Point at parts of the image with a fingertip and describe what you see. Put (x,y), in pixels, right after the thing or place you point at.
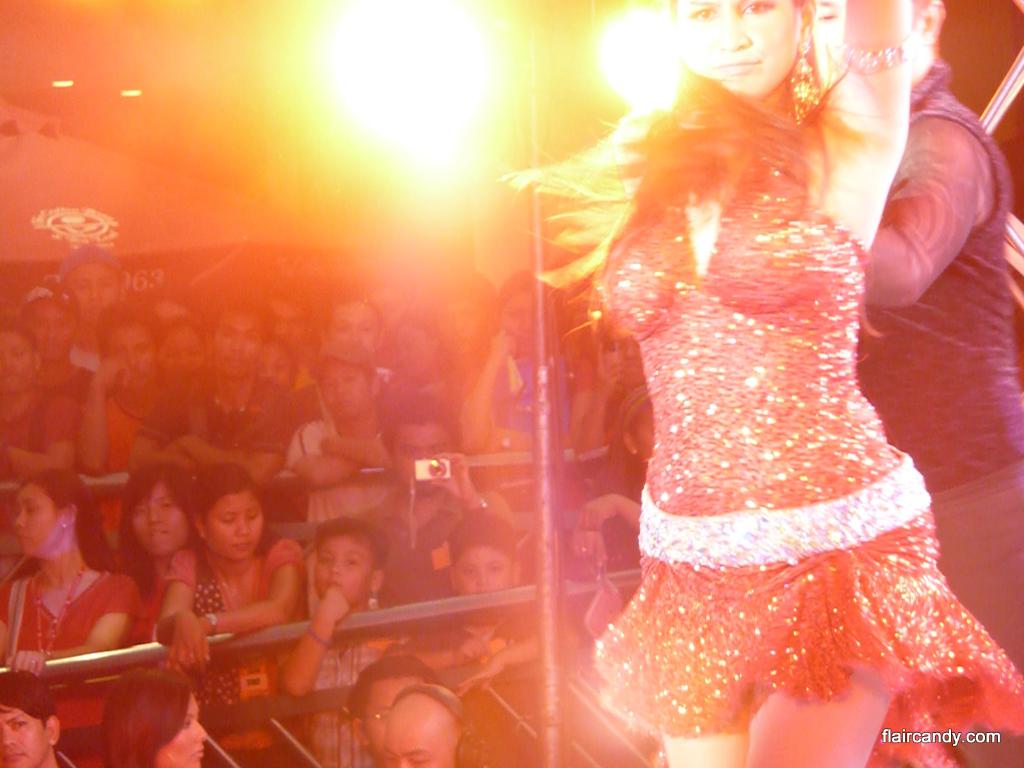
In this picture I can see a man (1014,582) and a woman (808,389) dancing, and in the background (463,564) there are group of people (391,564) standing, there are iron rods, a person (456,547) holding a camera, there are lights (343,15) and there is a watermark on the image.
